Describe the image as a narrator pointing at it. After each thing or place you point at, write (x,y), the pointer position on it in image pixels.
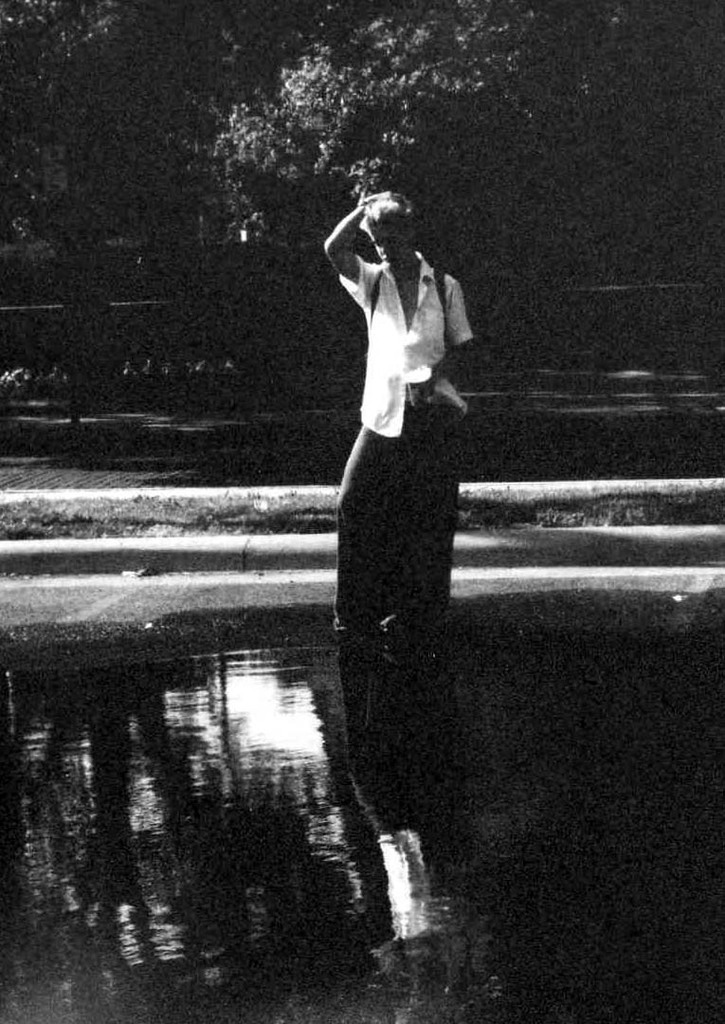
This is a black and white picture, in this image we can see a person (363,581) wearing a bag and standing in the water (303,723), in the background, we can see the trees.
